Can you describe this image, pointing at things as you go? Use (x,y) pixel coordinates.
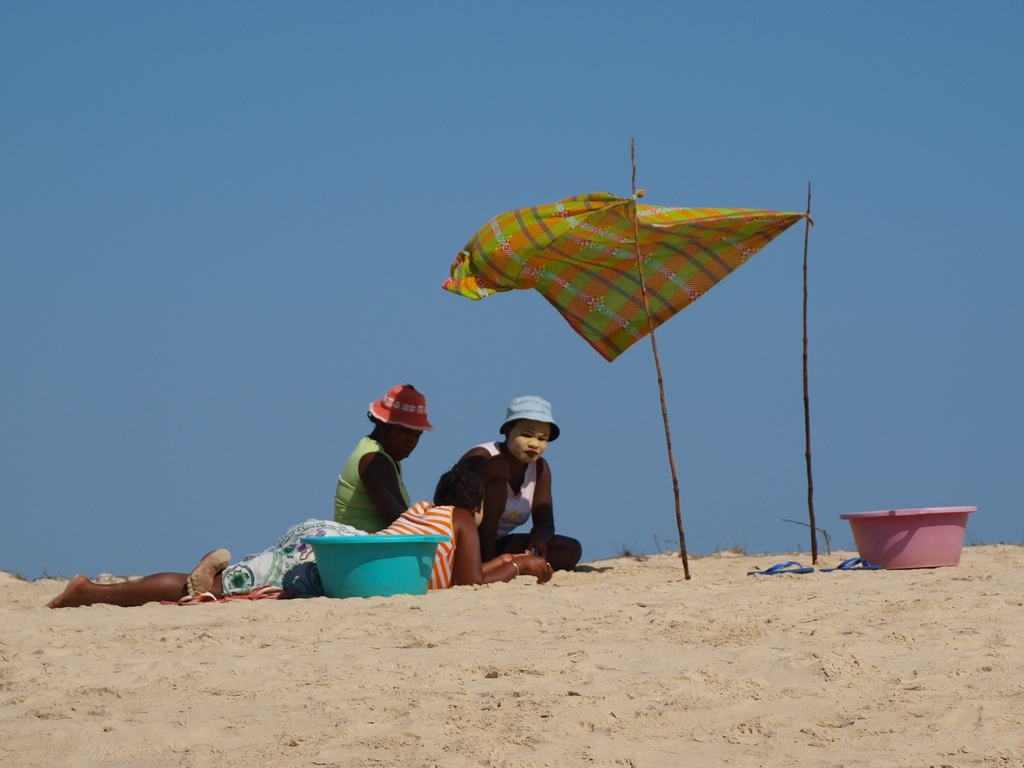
In this picture we can see a person (506,569) lying on the sand (157,627). There are two people (375,480) who are sitting on the sand (475,625). We can see two tubs (419,586) and a footwear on this sand (318,693). There is a cloth (672,288) which is tied to two wooden sticks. Sky (638,181) is blue in color.
